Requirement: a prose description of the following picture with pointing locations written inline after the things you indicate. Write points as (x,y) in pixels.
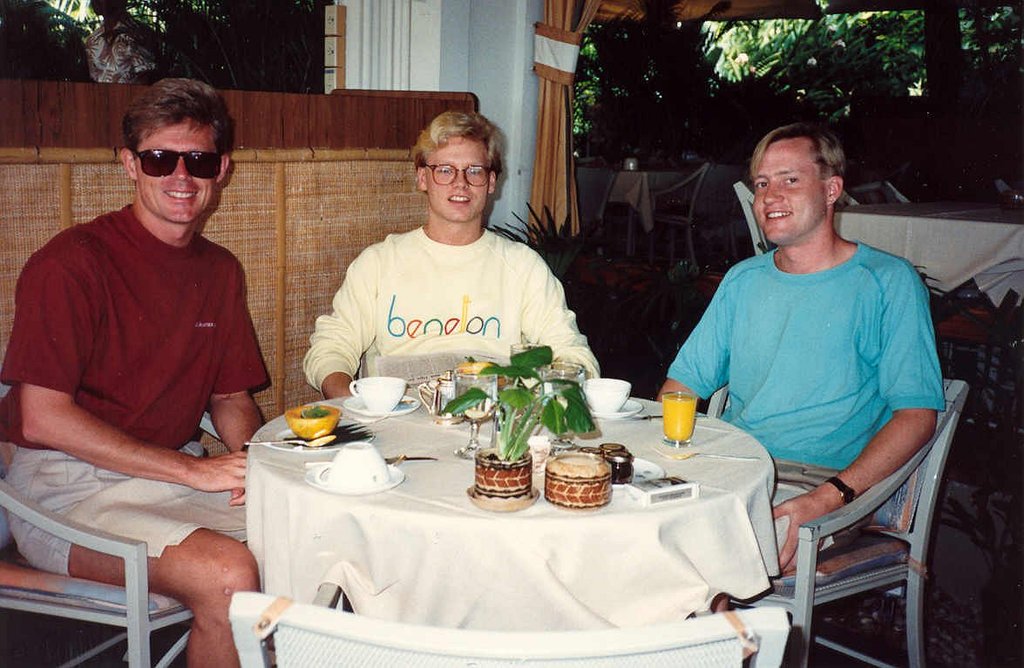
In this image two men (173,252) wearing glasses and one man (795,299) wearing blue color t shirt (900,335) and these three persons (177,455) are sitting on the chairs (95,585) in front of the table (527,568) which is covered with the cloth (618,528). On the table (566,538) we can see the cups (374,377) and saucers (396,480), bowl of food item (323,419), spoon (328,438), plate (322,450), a flower pot (494,480) and also a glass (680,409) of juice (676,410). In the background (566,16) we can see the plants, chairs (662,204), curtain (556,6), wooden fence (374,170) and also the floor (967,619) at the bottom (979,613).
